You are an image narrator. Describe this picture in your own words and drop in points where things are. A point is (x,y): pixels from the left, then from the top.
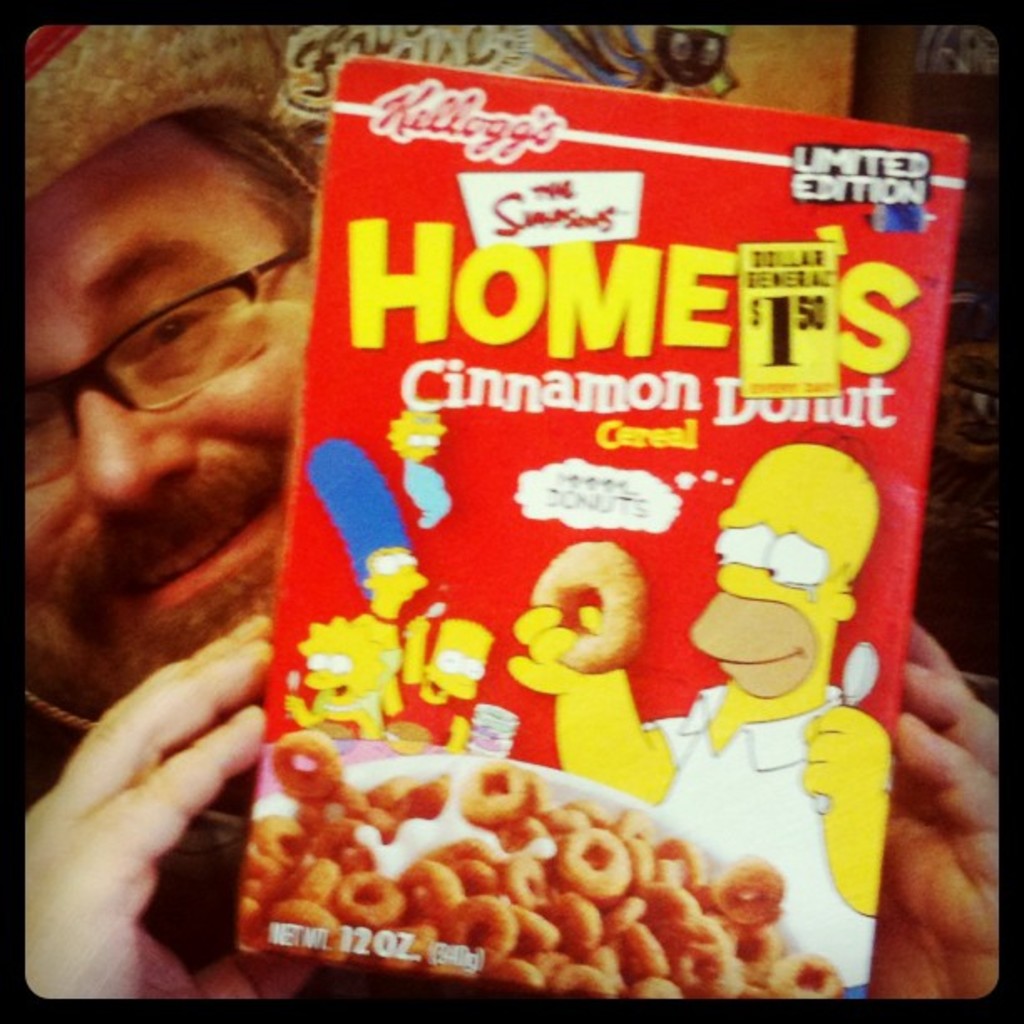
In this picture, we see the man (92,598) who is wearing spectacles (171,368) and a hat (103,115) is holding a red color doughnut box (567,621) in his hands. He is smiling. This might be an edited image.
